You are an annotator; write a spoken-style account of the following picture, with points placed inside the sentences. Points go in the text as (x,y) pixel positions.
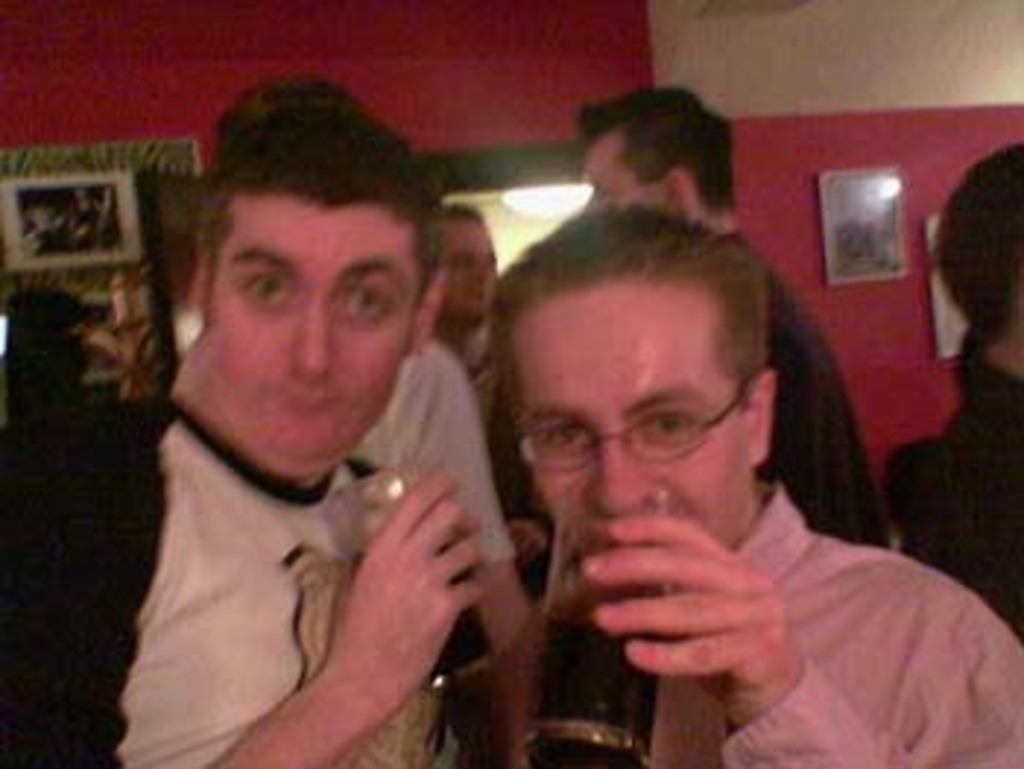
In this picture we can see a group of people (334,181) standing in a room (735,39) and two people (444,529) holding the glasses (600,656). Behind the people (398,217) there is a wall (761,200) with photo frames (877,233).
